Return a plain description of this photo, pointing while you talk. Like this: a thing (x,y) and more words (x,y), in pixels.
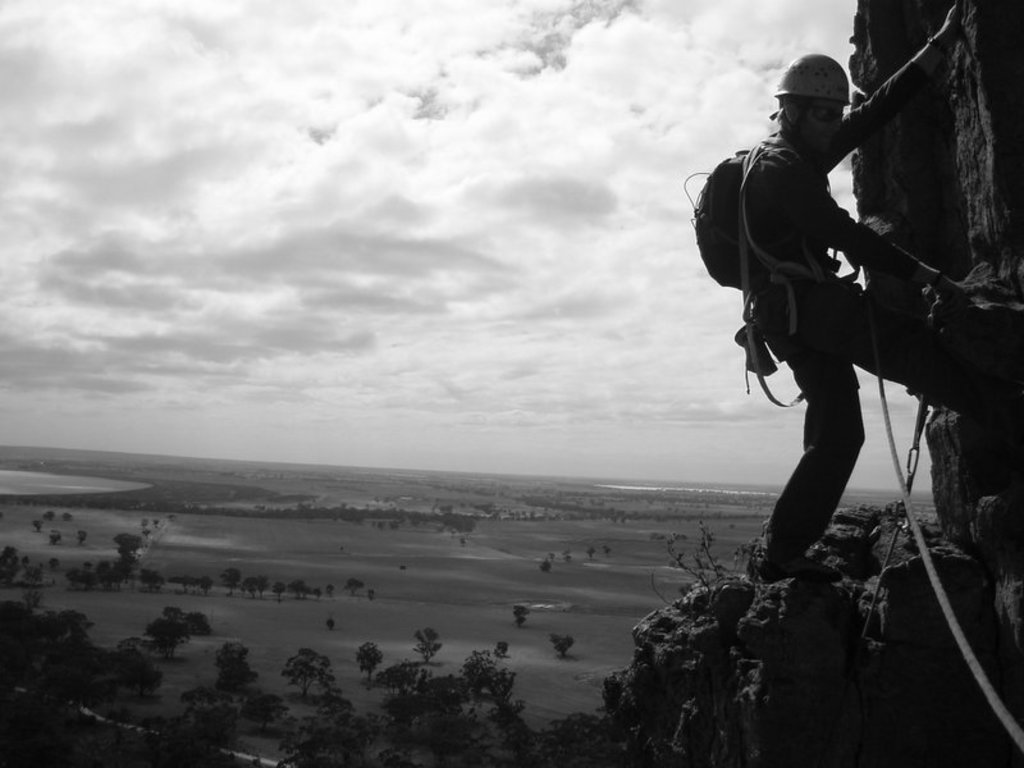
In the foreground (841,451) I can see a person (885,270) is climbing a mountain (974,314), bag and ropes (928,579). In the background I can see trees (233,656), water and the sky (430,440). This image is taken may be near the mountain (922,604).
